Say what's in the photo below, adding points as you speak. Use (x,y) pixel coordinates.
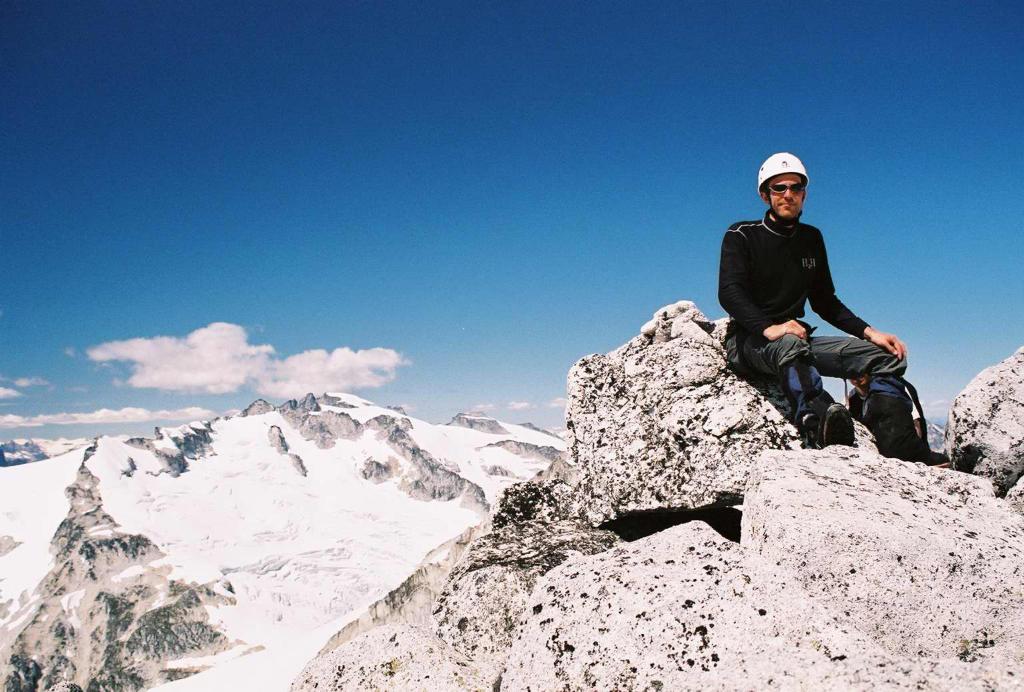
In this image, I can see the man (802,418) sitting on the rock (731,382). This looks like a snowy mountain (259,513). These are the clouds (240,349) in the sky (334,220).
